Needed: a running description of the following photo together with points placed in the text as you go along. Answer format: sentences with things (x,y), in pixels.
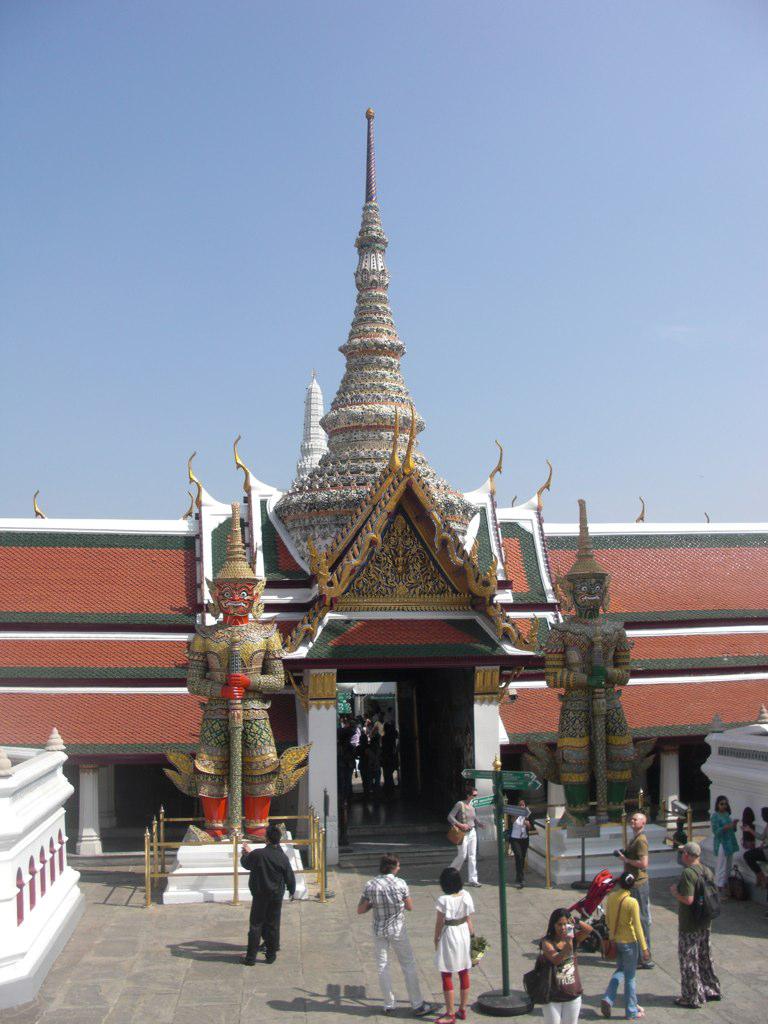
In this image we can see a building (476,564) and the statues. We can also see the sign board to a pole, a group of people (548,936), the metal poles (317,875) and the sky (119,323) which looks clear.
